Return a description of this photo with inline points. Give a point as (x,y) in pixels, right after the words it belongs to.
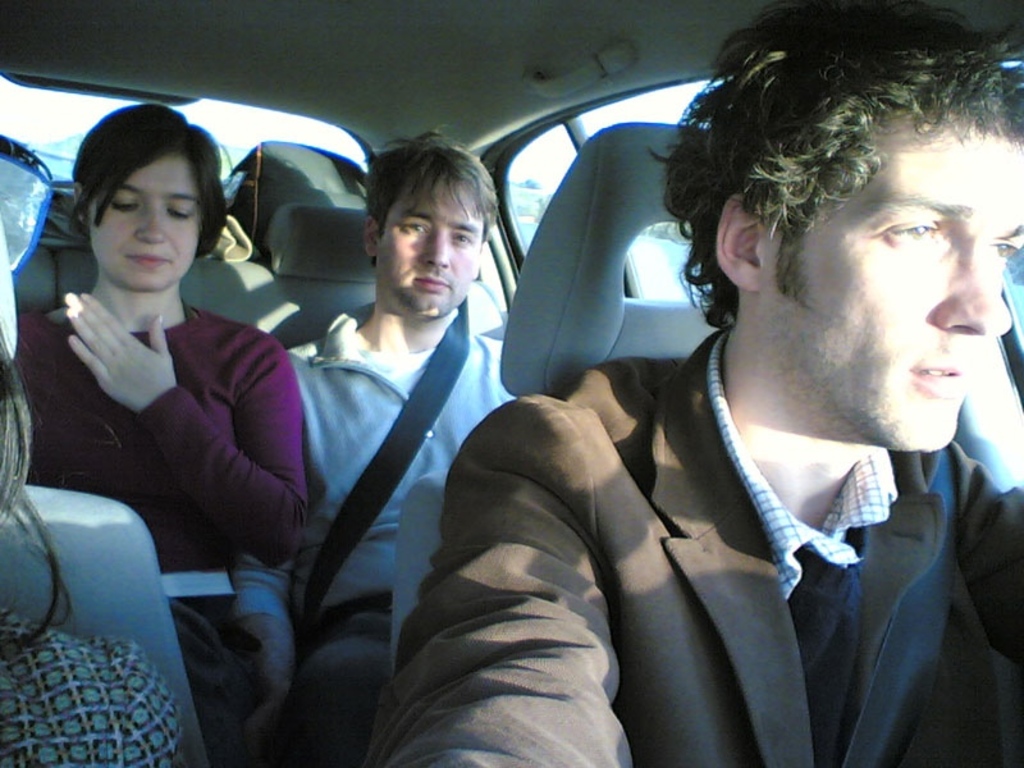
In this image i can see few people (550,437) sitting in the car (283,330). In the background (520,205) i can see the sky (547,172) and trees (529,182).
